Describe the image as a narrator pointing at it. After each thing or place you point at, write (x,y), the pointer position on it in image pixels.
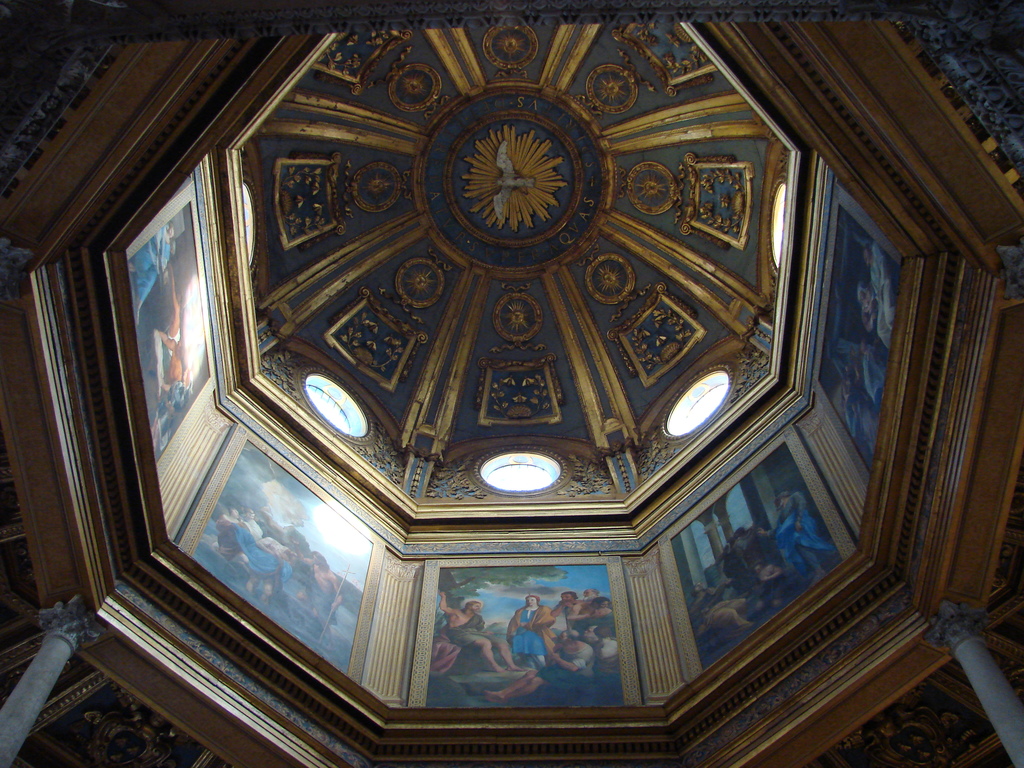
In this image we can see an interior of a building (510,190). We can see paintings (205,341) and decorations (282,216) on the wall (883,660). Also there are pillars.
